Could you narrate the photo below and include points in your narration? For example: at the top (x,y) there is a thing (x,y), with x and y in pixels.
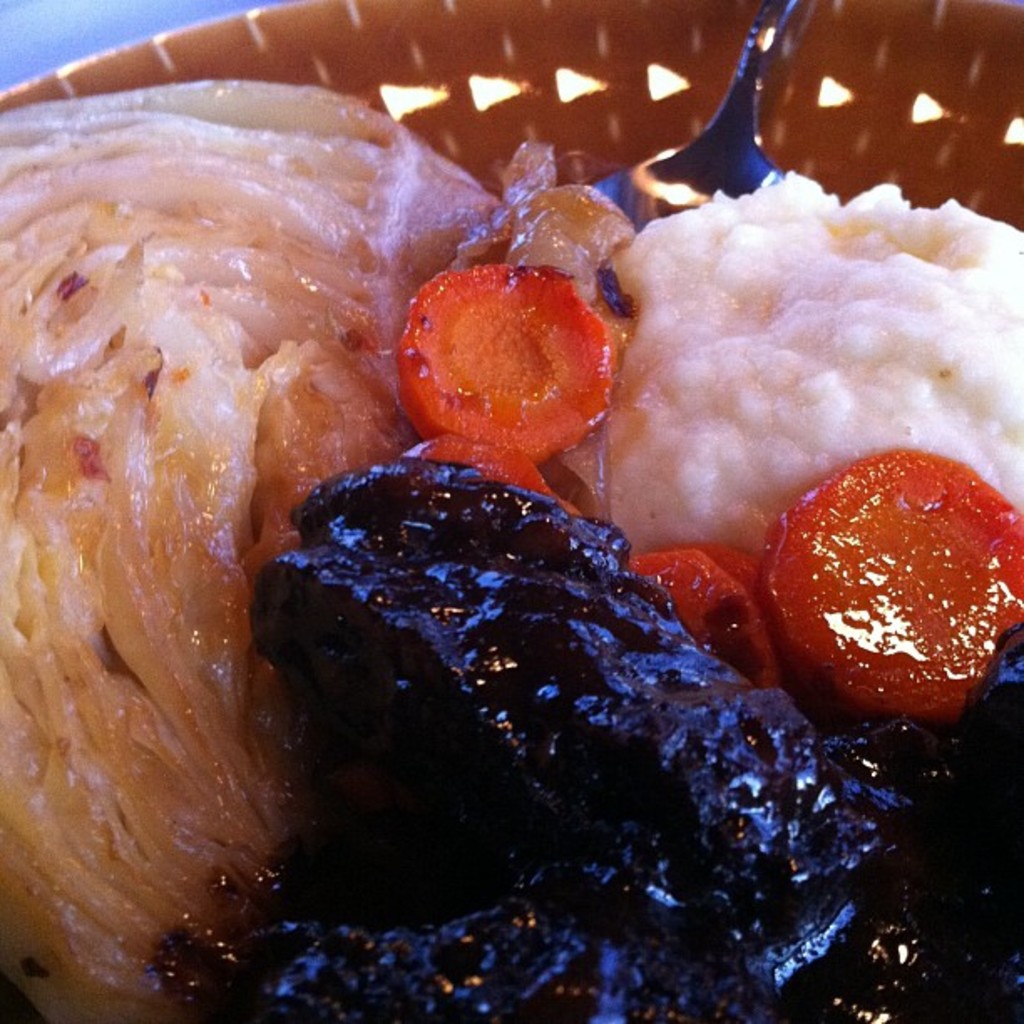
In this image, we can see some food items (558,450) and spoon (692,171) in the bowl (400,55).
